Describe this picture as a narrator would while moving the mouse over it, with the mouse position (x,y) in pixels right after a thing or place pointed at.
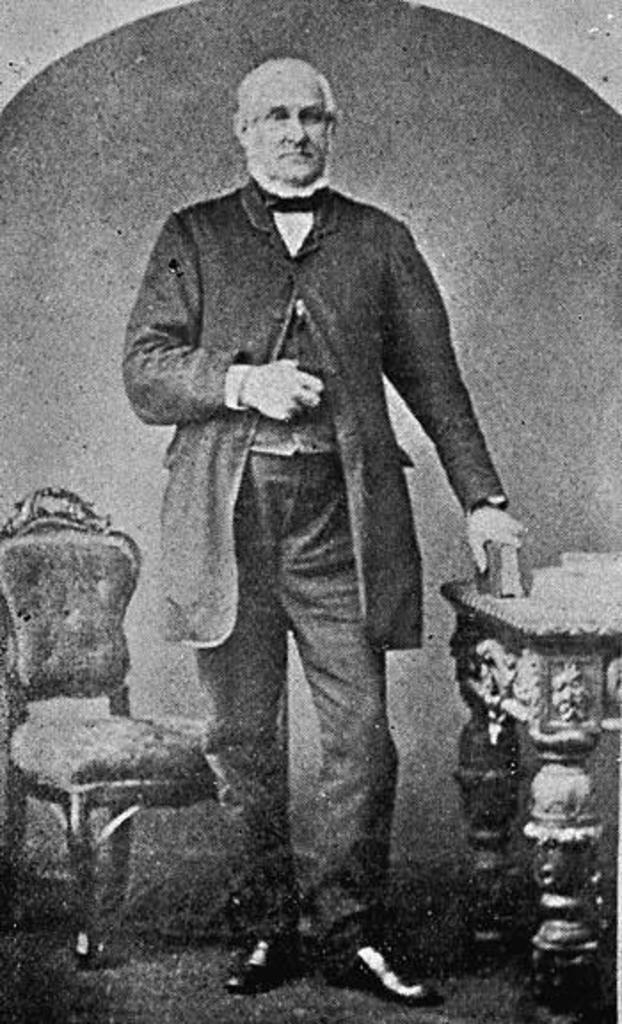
This is a black and white image. I can see the man (297,454) standing. He wore a suit (279,315), trouser (350,798) and shoes (371,968). He is holding a book (494,555). This is the wooden table (513,759). I can see the chair (95,757).
